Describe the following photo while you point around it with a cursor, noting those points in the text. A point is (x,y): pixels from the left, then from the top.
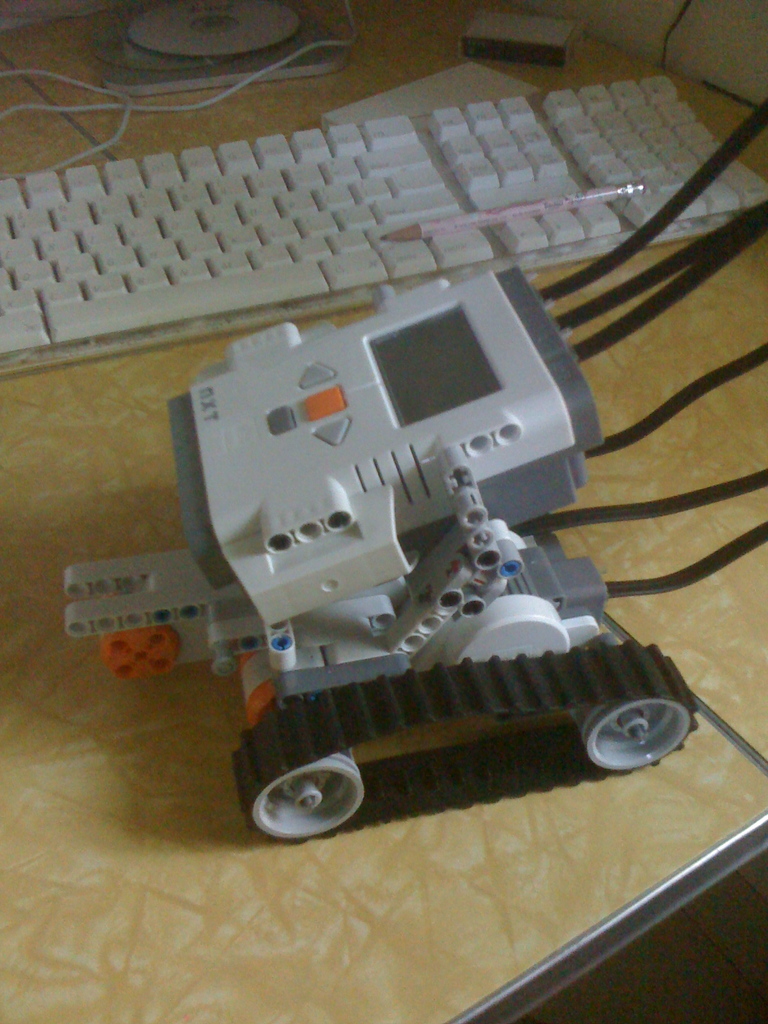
In this picture we can see a robot vehicle (546,433), a pencil (631,191) on a keyboard (164,302) and other objects (260,54) on the table (19,622).
